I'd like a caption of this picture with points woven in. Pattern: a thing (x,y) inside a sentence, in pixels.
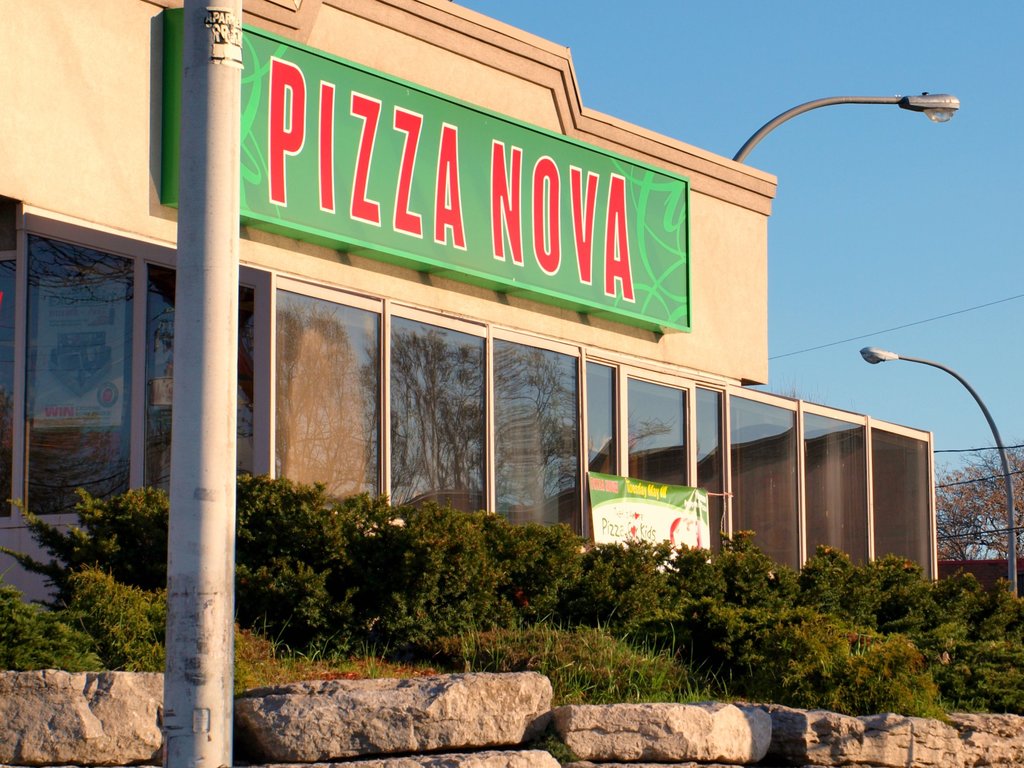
In this image there is a building (427,328) in the background (411,307) with some text (495,236) written on the wall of the building (649,351). In front of the building (378,455) there are plants (560,557), there are poles (199,552) and there is a wall (592,739).
